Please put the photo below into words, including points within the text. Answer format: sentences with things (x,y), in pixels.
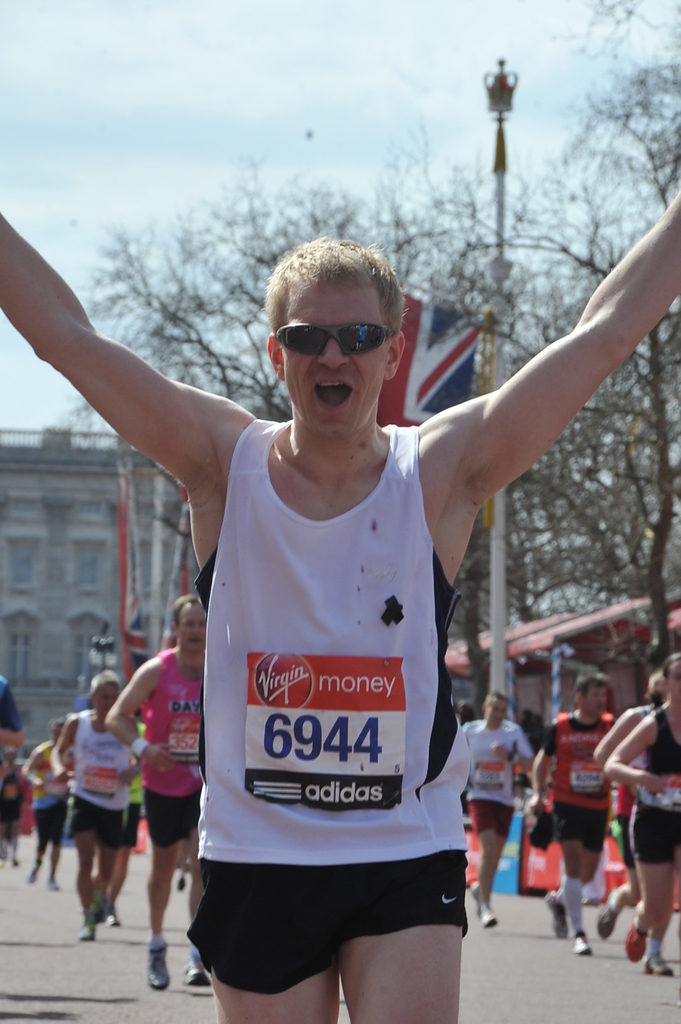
In this image in the foreground (282,569) there is one person (228,590) who is running and he is wearing goggles (338,342), and in the background (46,762) there are a group of people (666,821) running and there are some boards (529,867), poles (487,521), flags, light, trees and the building (98,580). At the bottom of the image (582,962) there is road (100,954) and at the top (91,53) there is sky (94,236).
